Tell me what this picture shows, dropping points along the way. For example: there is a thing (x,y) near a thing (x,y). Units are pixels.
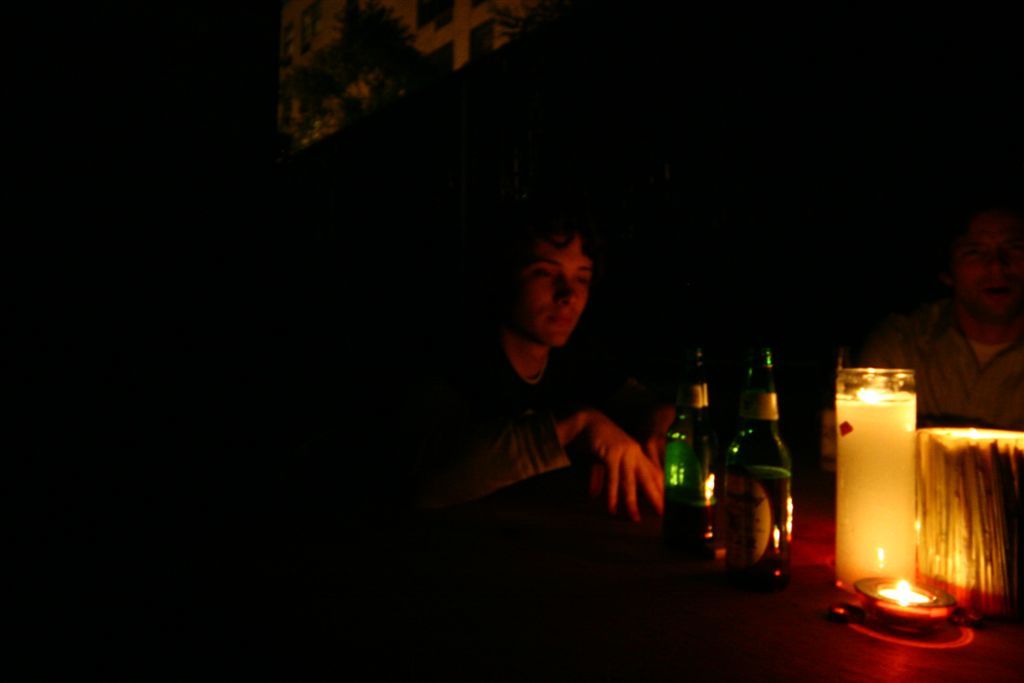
In this picture we can see there are two people (542,360) and in front of the people (446,488) there are bottles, candle (885,478) and other things (973,503). Behind the people (485,374) there is a dark background (819,208).
